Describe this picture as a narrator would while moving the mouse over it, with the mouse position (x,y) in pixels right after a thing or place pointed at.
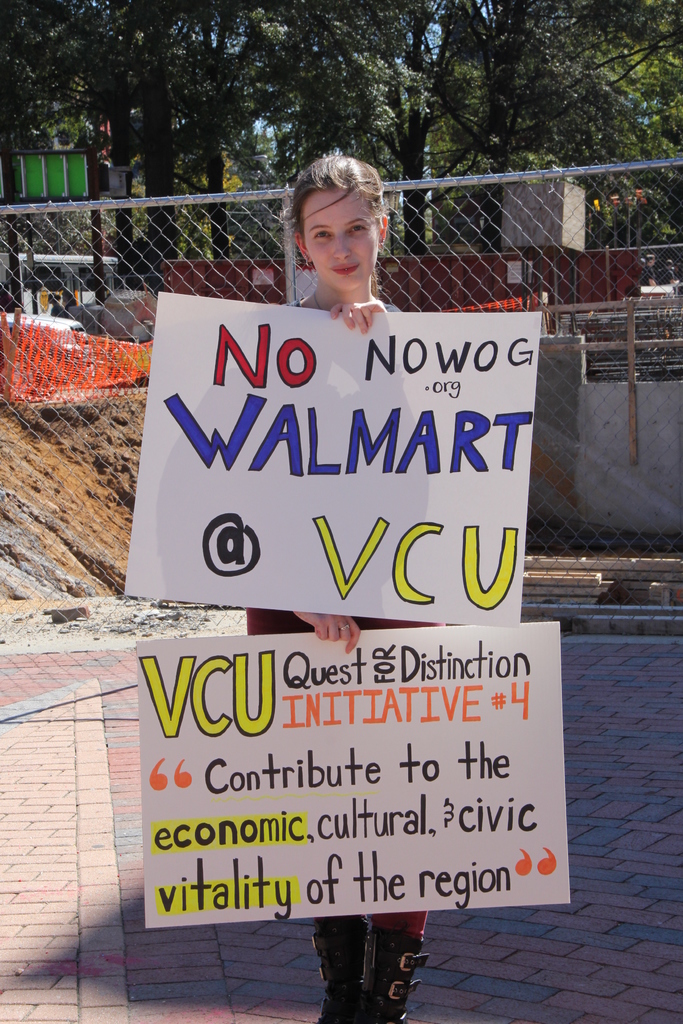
In the image we can see a woman (409,945) standing, wearing clothes (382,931) and boots (381,973) and the woman (399,964) is holding two posters (278,492) in hand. Here we can see footpath (582,966), fence (469,295), wall (638,478), board (27,197) and trees (275,103).
